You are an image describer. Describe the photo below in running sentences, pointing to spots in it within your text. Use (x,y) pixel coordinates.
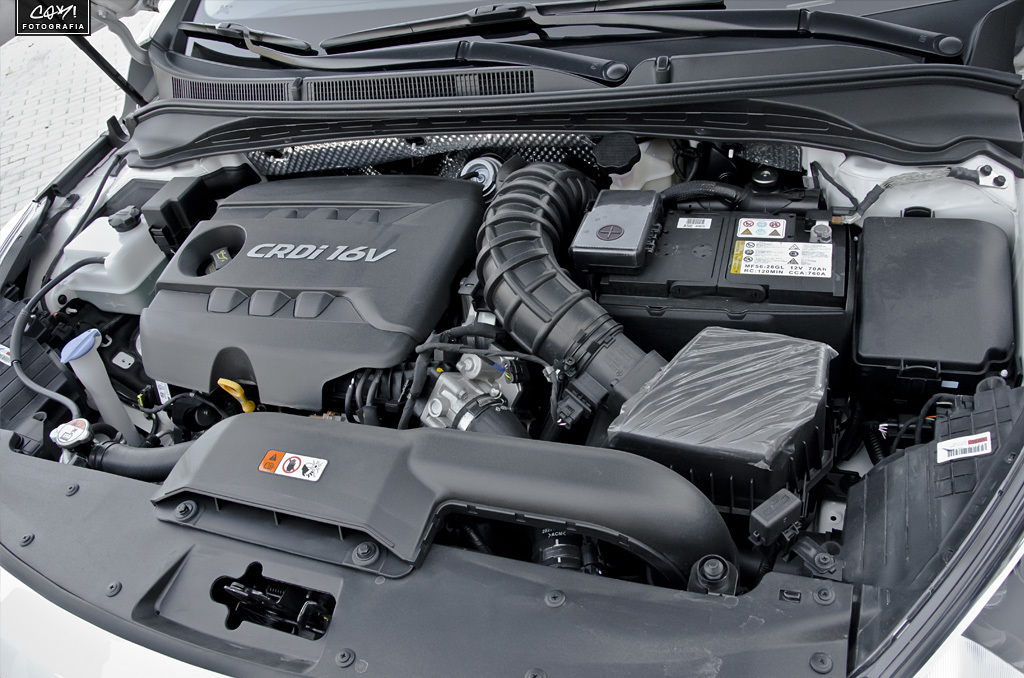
In the picture we can see engine part (486,310) of a car (415,396).
